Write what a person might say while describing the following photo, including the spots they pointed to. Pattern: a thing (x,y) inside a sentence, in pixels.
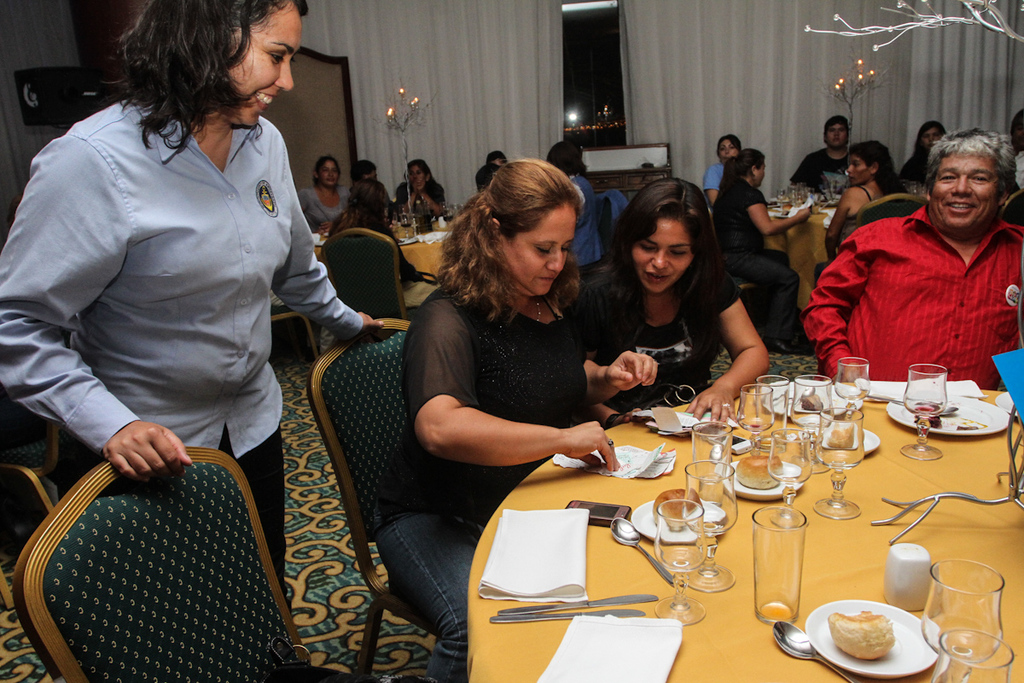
In this room (422,321) group of people (495,324) are sitting on chairs (380,273). In-front of them there are tables (613,566), on this table (733,494) there is a cloth (567,555), mobile (609,510), spoon (636,533), knife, glasses (696,485), paper (650,472), plates (820,612) and food (857,634). This woman (231,328) is standing beside this chair (339,381) and smiling. This is window (596,82) with curtains (536,66).
